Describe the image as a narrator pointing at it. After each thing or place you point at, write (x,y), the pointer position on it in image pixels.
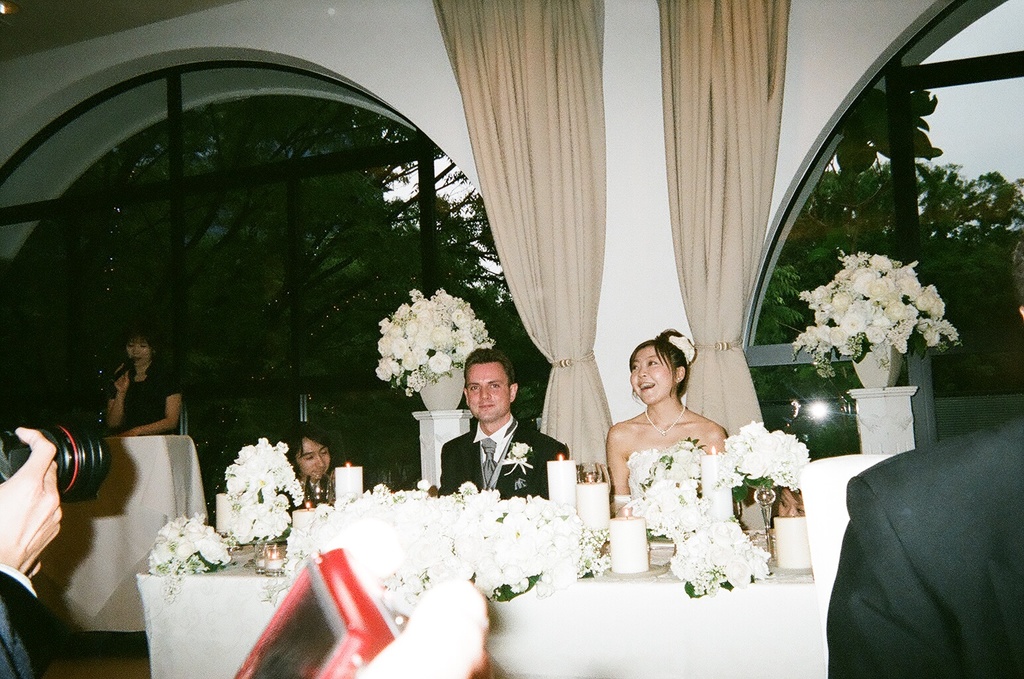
In this image we can see a group of people (903,575) sitting. On the left side of the image (168,522) we can see a woman (127,410) standing behind a podium (111,494) and holding a microphone (134,369) in her hand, we can also see the hands (35,514) of a person (36,452) holding camera (61,478). In the foreground of the image (575,555) we can see some flowers (597,538) and candles (781,533) placed on the table (669,601). In the background (929,421), we can see windows (921,383), curtains (721,192), some trees (971,356) and the sky (983,149).
